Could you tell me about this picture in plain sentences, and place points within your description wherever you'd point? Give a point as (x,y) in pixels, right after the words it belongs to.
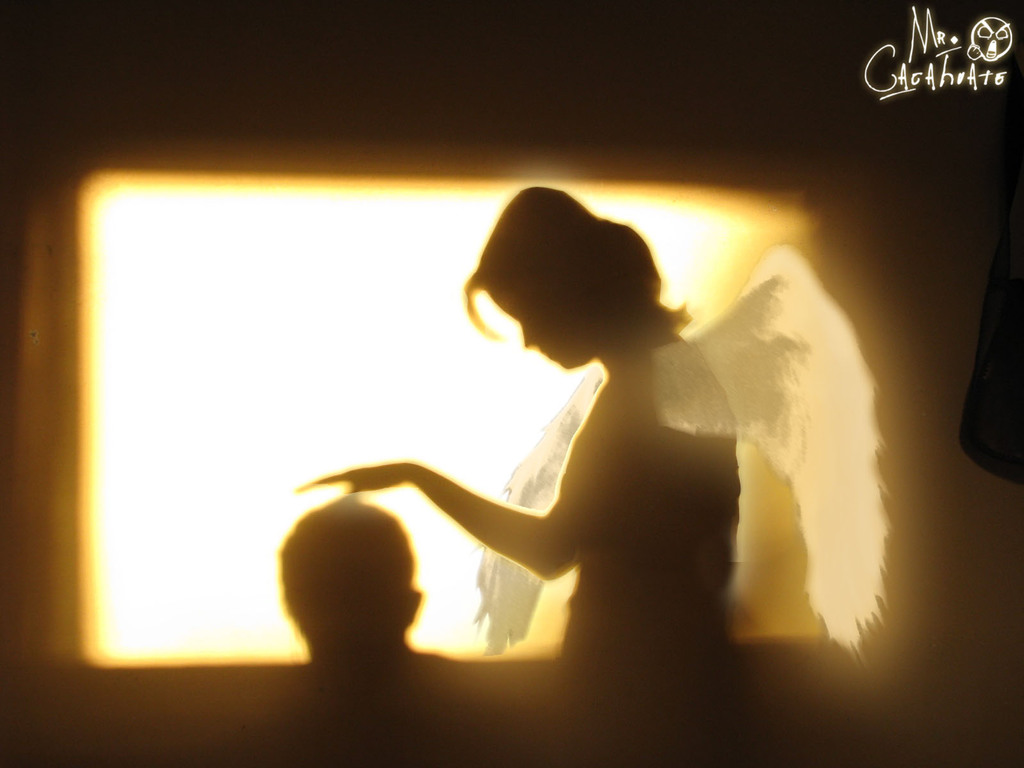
In this image we can see a woman (642,490) and a person (380,648). In the background (331,316), we can see the light (735,277). There is an object (995,359) on the right side of the image (999,339). We can see a watermark (987,41) in the top of the image (949,54).
